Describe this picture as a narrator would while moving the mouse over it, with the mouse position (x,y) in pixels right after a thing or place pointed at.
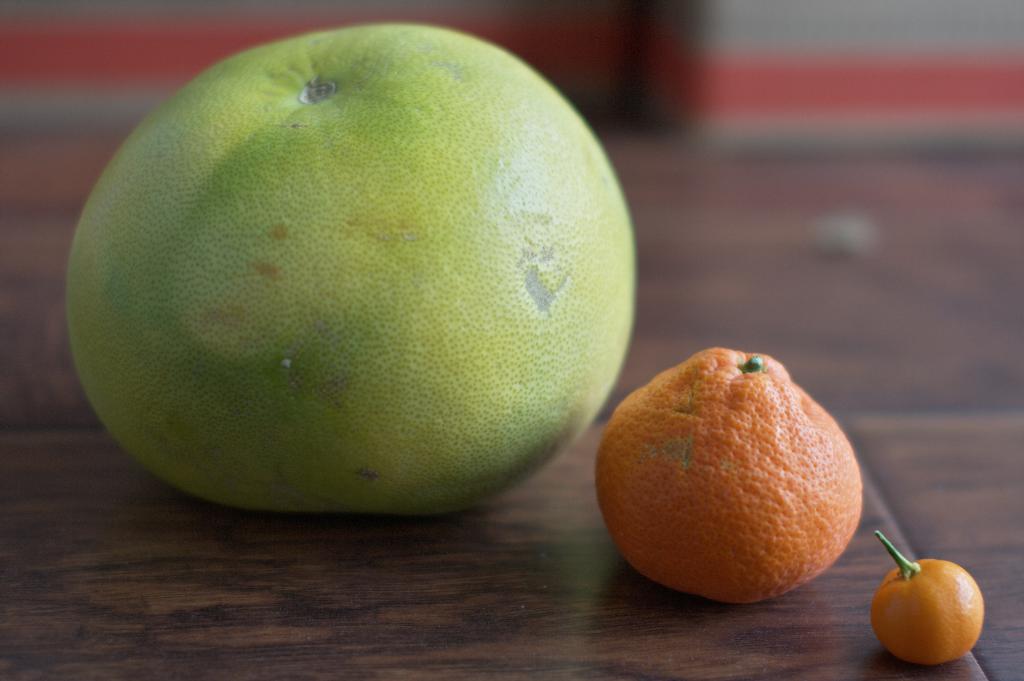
In this picture we can see few fruits (613,477) and blurry background (840,130).
